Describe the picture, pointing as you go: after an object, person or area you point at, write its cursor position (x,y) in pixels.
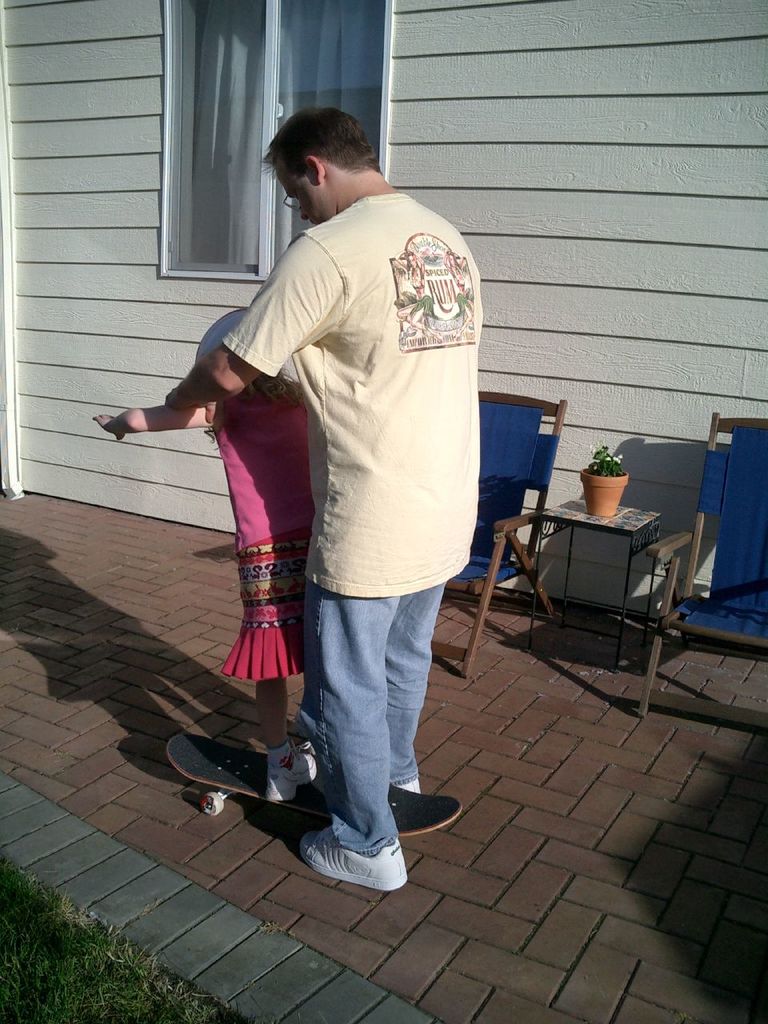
In this image, There is a floor (604,815) which is in brown color, In the middle (346,633) there is a man (346,633) standing and he is holding a girl (281,406) she is standing on a skateboard (308,807), In the background (484,514) there are some chairs (475,580) in blue color and there is a table (575,514) on that there is a brown color flower box (594,501), There is a wall (590,103) which is in white color and there is a window (264,72) which is in white color.
